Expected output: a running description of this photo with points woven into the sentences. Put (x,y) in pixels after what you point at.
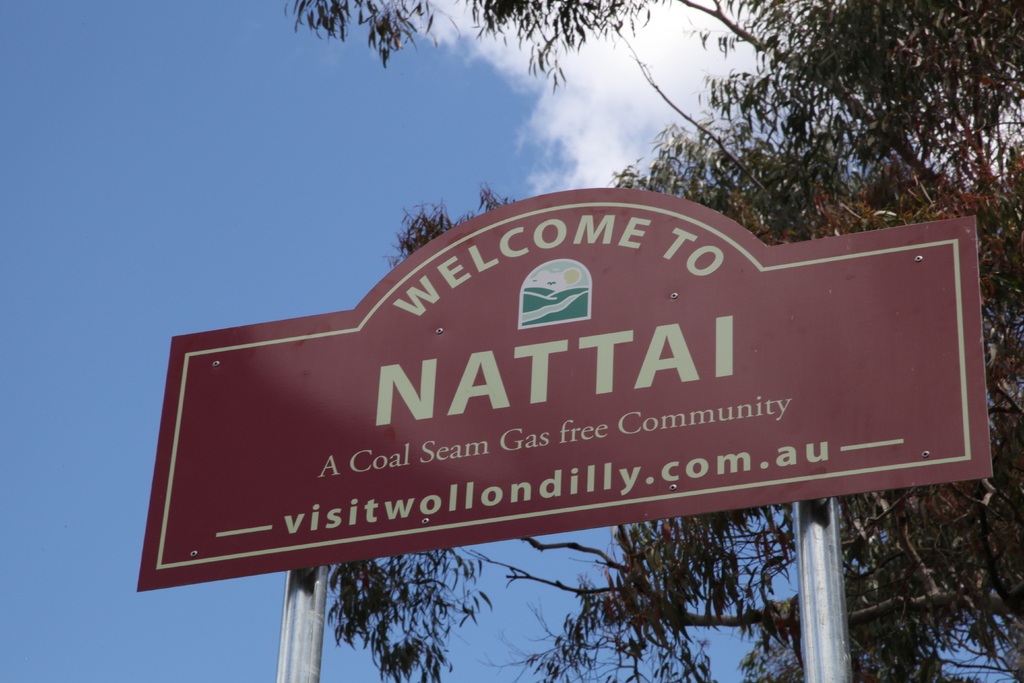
In the image we can see a board (550,379) and two poles (303,585). On the board (509,258) there is a printed text (536,383). We can even see a tree (926,93) and a cloudy blue sky (516,120).
